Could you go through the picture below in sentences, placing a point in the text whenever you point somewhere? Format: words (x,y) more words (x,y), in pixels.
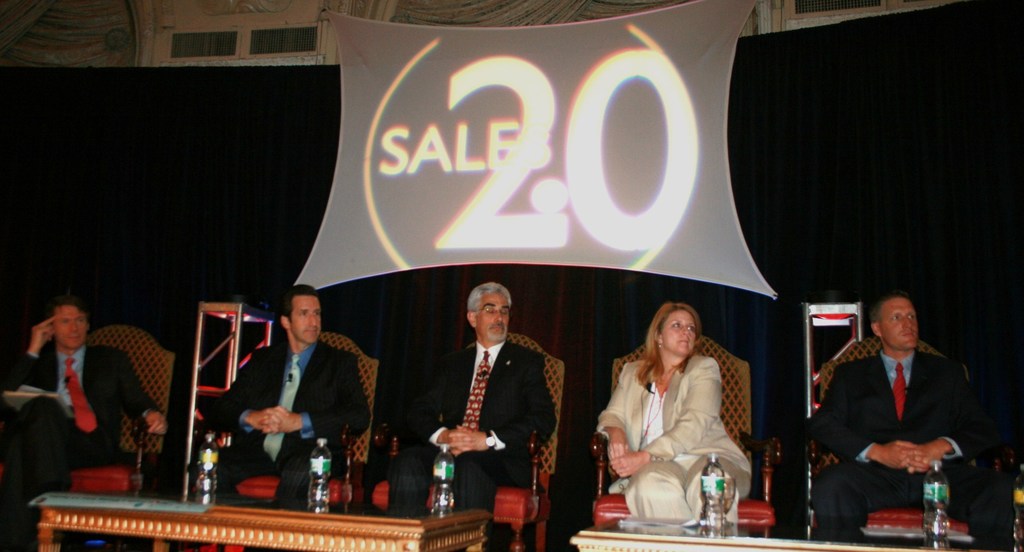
In this picture, we see four men (867,423) and a woman (693,470) are sitting on the chairs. In front of them, we see two tables (266,520) on which water bottles (200,487) are placed. Behind them, we see two stands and a white banner (597,99) or a projector screen (530,186). Behind that, we see a black color sheet (206,177). In the background (173,4), we see a white wall (183,64).
